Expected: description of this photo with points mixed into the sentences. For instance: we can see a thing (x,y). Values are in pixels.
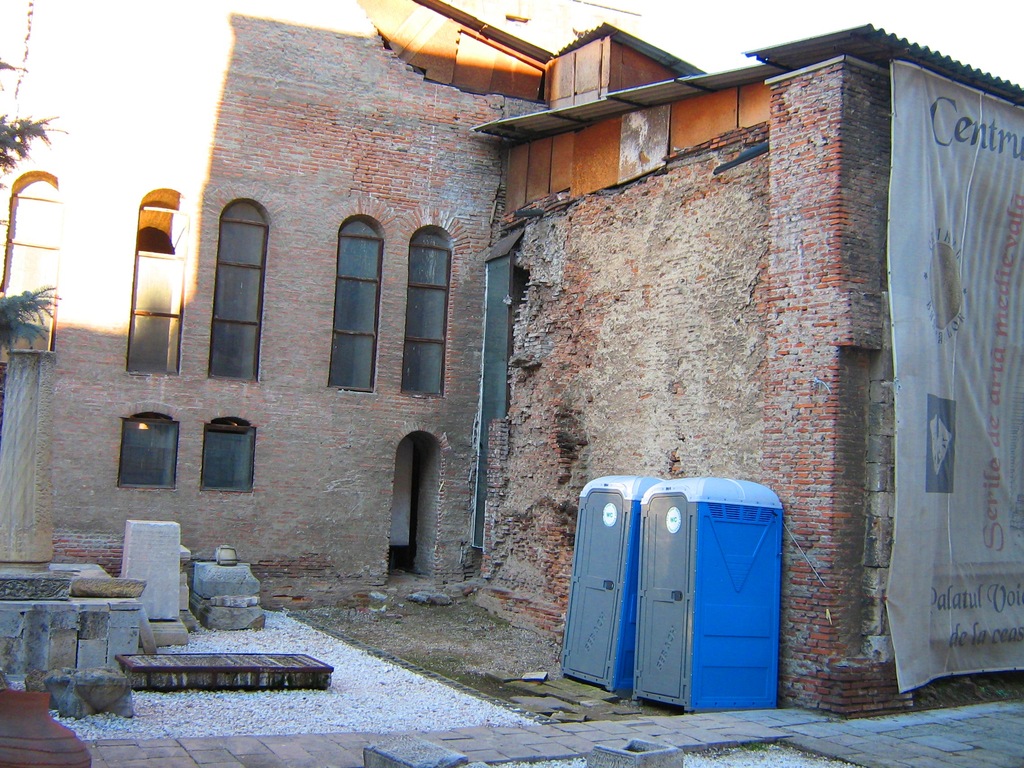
In this picture we can see an old and underdeveloped building (299,227) with iron roof (925,47) and windows (447,318). Before the building (545,497) we have two blue & grey colored toilets (659,597). Here we have many stones (44,681) unorganised.
